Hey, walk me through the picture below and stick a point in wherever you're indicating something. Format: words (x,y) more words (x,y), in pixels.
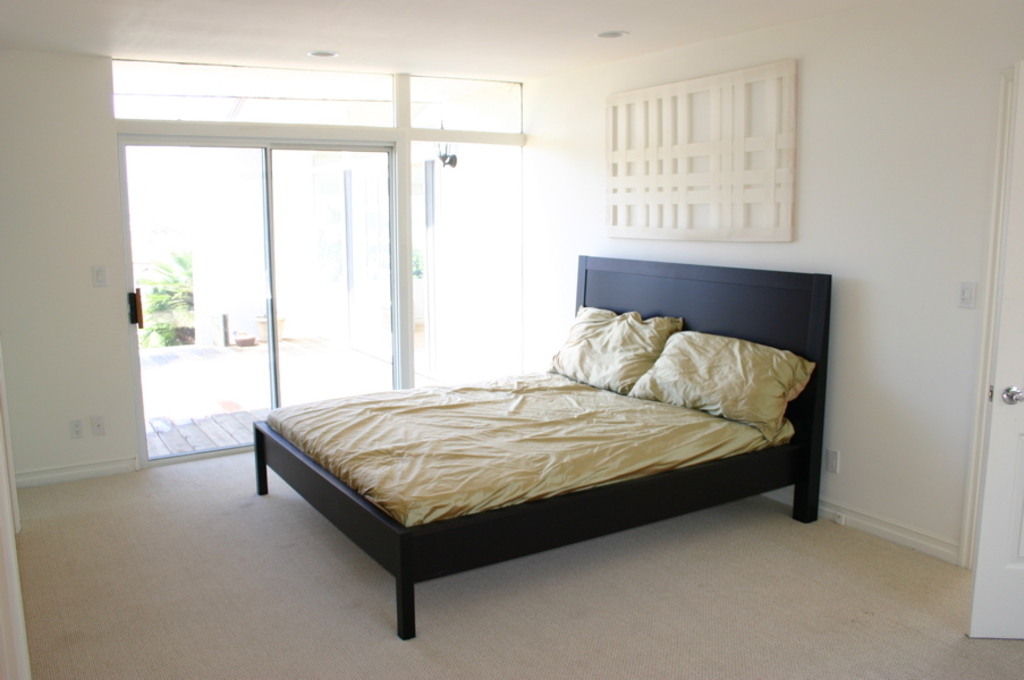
In the image in the center (464,394) we can see one bed (789,449). On the bed (788,436), there is a blanket (701,433) and pillows (670,364). In the background (619,156) there is a wall (842,334), roof (88,13), glass (310,181), door (1018,381), switch boards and few other objects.
